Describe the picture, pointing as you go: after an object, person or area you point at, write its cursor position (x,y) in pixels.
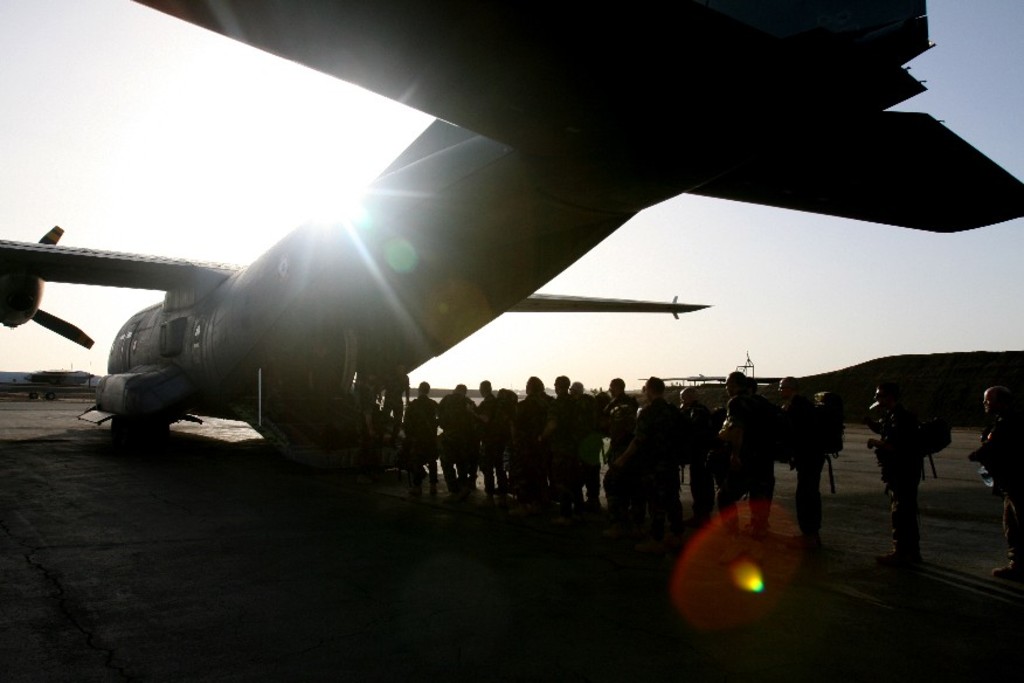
This image consists of an aircraft (261,310). And we can see many people (1001,445) standing on the road (552,628). On the left (64,383), there is another aircraft (60,370). At the top (196,156), there is sky (197,191).
